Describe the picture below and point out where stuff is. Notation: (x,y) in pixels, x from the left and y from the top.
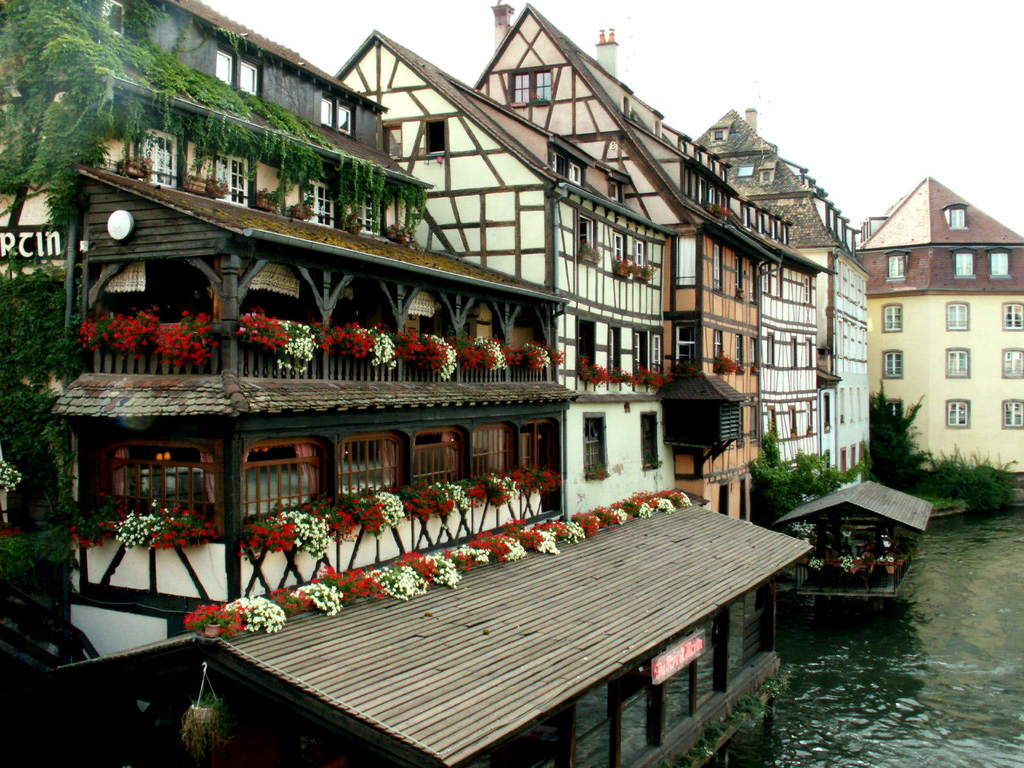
There are buildings (375,381) and plants (39,287) present in the middle of this image (533,293). We can see a water (922,623) in the bottom right corner of this image (959,687) and the sky (892,145) is at the top of this image (785,80).
